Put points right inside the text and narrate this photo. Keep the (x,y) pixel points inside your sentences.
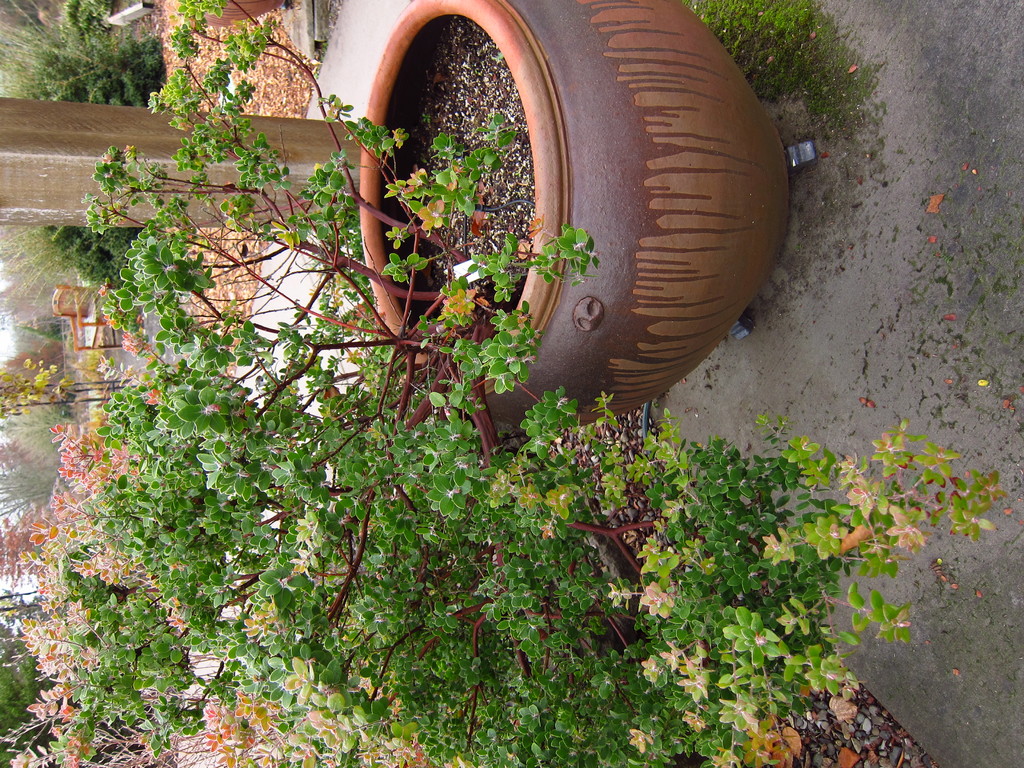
Here in this picture we can see a plant (352,613) present in a pot (540,377), which is present on the ground (744,391) over there and we can also see other plants (107,272) and trees (11,610) present in the far over there.
